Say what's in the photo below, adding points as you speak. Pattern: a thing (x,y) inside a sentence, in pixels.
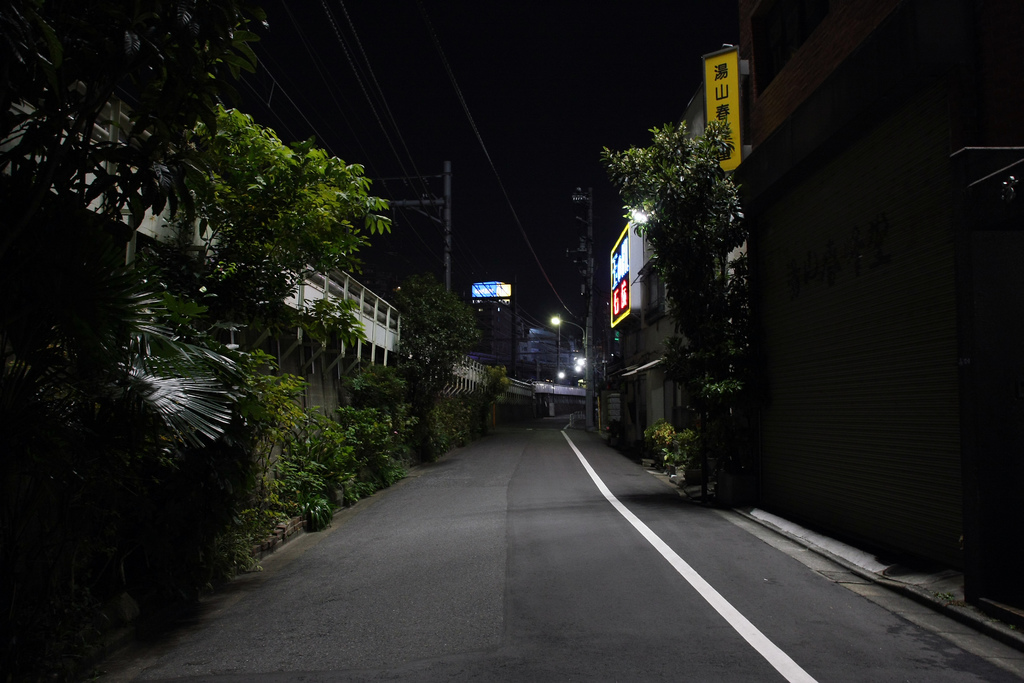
In the foreground of this image (576,496), there is a road (578,561). On the right (969,383), there are buildings (807,269), a tree (725,401), a shutter (842,463), and the plants (662,448). On the left (211,462), there are plants (207,404), trees (171,165), a flyover (335,287), poles (436,205), cables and the dark sky (533,92).
